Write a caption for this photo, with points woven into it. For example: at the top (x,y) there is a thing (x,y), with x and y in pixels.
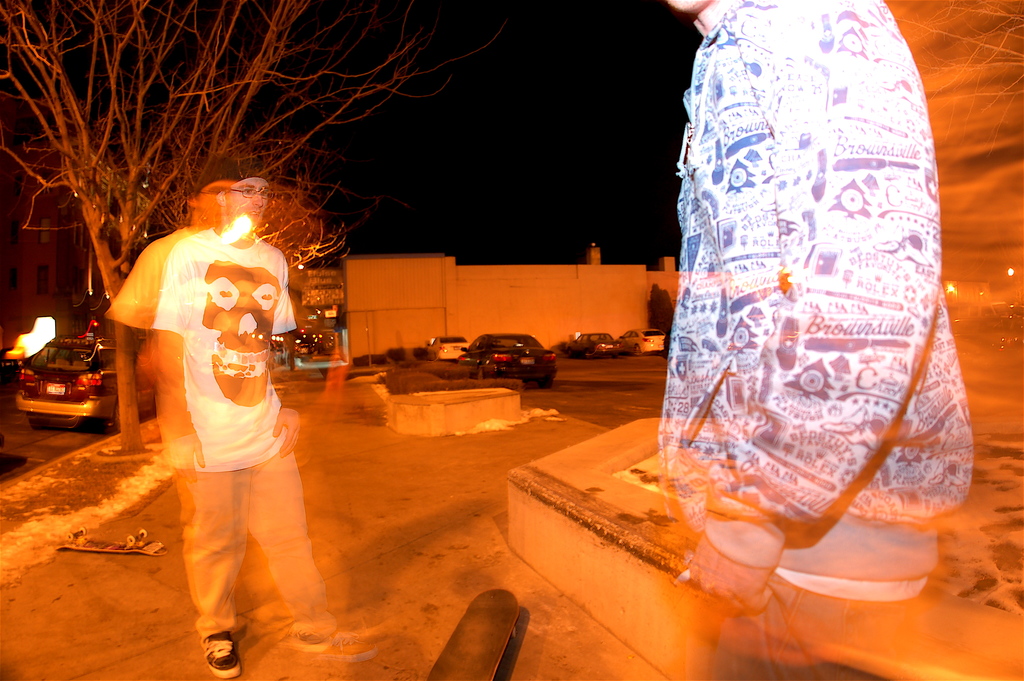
In the foreground of this image (245,427), there are people (288,449) standing whose images are blur. At the bottom (499,625), there is a skateboard (487,646) and behind them, there is a skateboard (80,533), few plants (432,373), vehicles (507,357), trees (186,164), a vehicle (60,399) on the road (39,452), buildings (373,267) and the dark sky (502,156).
